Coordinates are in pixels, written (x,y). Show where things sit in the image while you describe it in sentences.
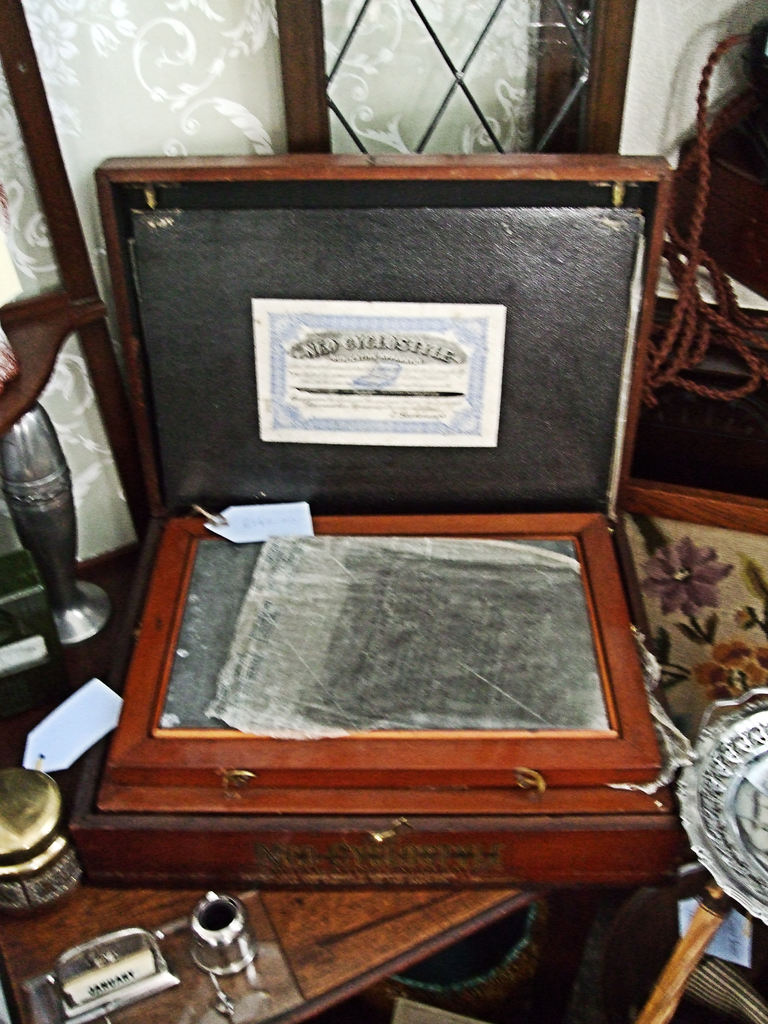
Here we can see a suitcase (578,657) which is kept on this wooden table (50,941).
